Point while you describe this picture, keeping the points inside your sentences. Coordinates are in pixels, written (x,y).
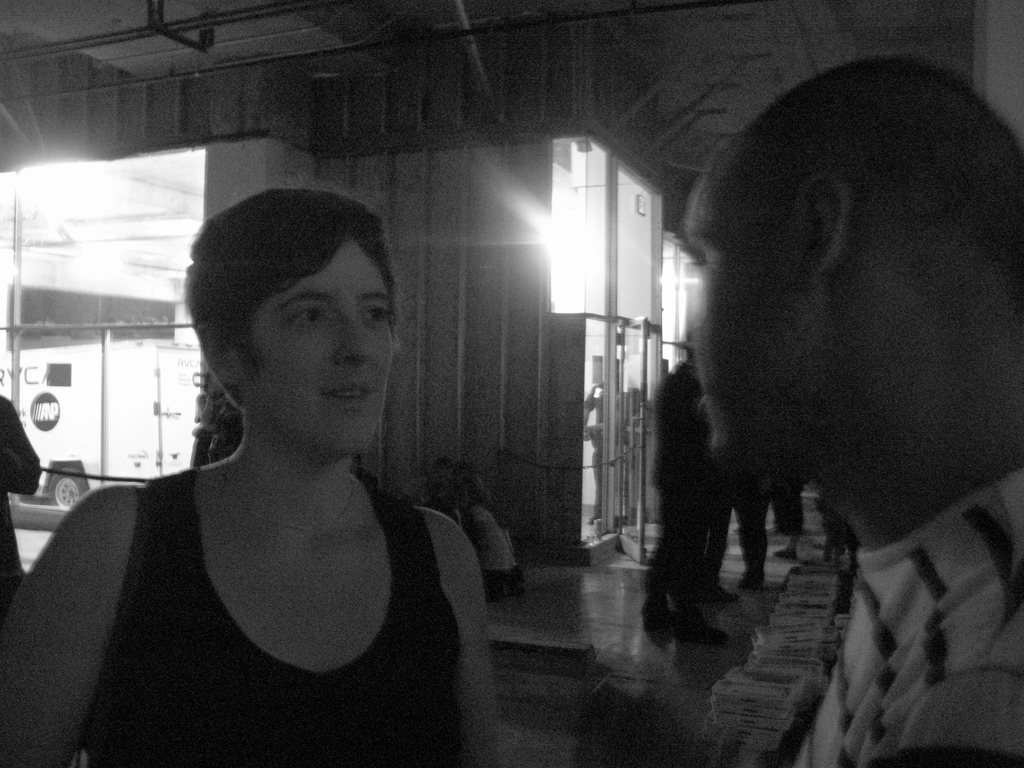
This is a black and white image. Here I can see two persons (262,537) looking at each other. Behind there are few people (676,498) standing on the floor (587,642). In the background (517,393) there is a wall (443,327) and a glass (87,295) through which we can see the outside view (109,226). In the outside there is a vehicle (121,406).
